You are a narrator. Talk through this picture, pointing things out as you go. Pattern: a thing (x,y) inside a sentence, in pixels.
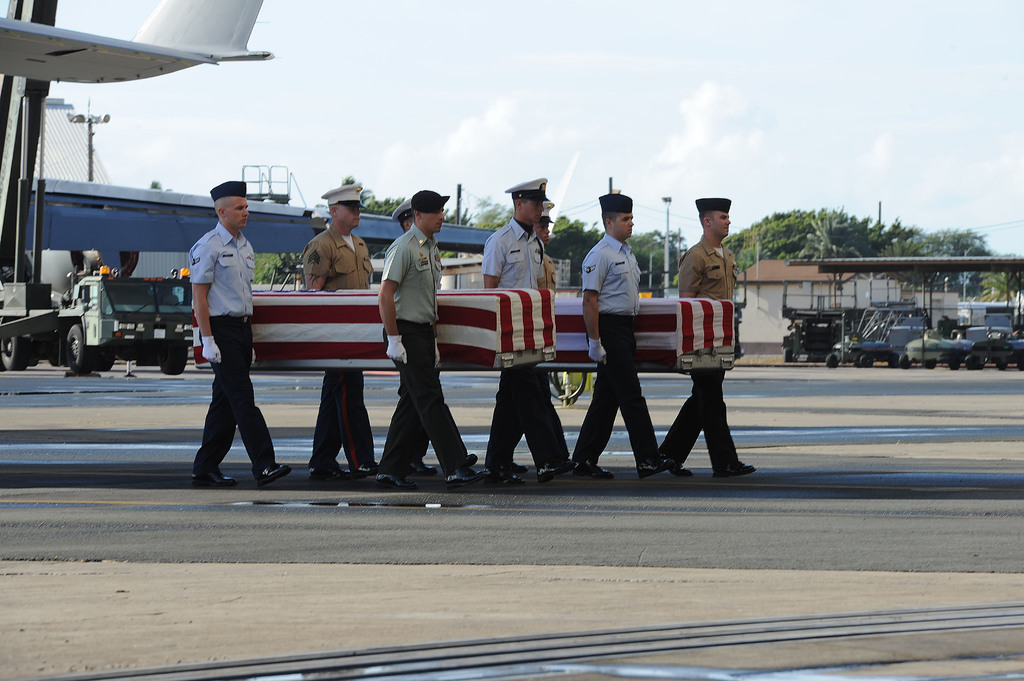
In the middle of the image (642,402) we can see a group of persons (733,461) walking on the floor (705,453) and carrying coffins (471,358) in their hands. In the background (94,172) we can see motor vehicles (53,315), shed (466,256), poles (97,124), cables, trees (808,225) and sky (456,74).
